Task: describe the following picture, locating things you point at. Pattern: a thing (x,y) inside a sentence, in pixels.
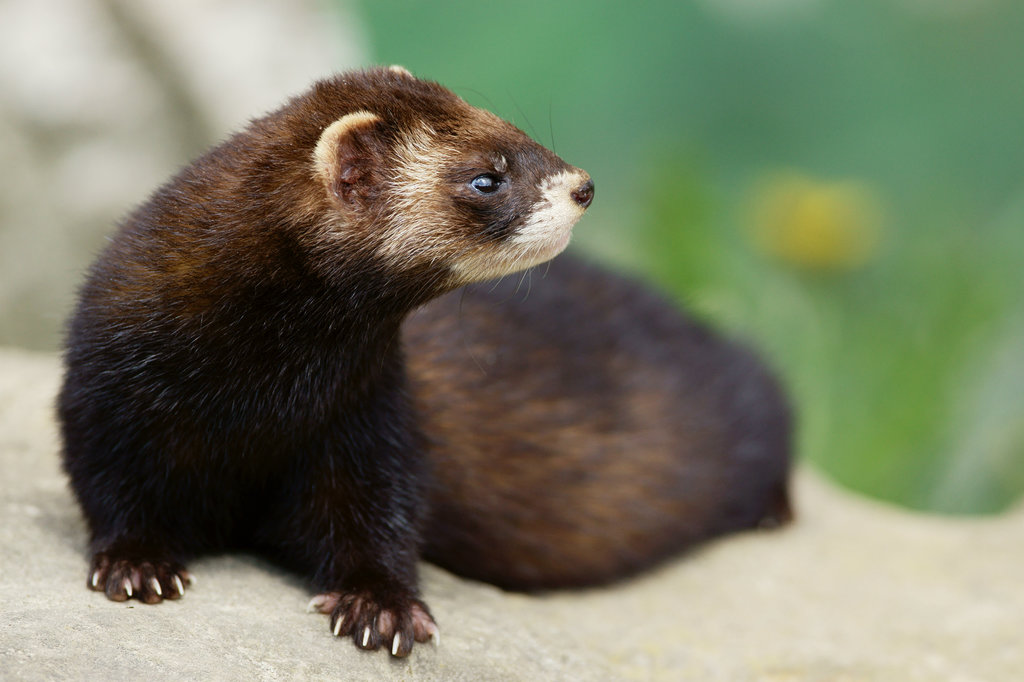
In this picture we can see a ferret (178,473) on the surface (147,656). Behind the ferret (168,353), there is a blurred background (879,335).
